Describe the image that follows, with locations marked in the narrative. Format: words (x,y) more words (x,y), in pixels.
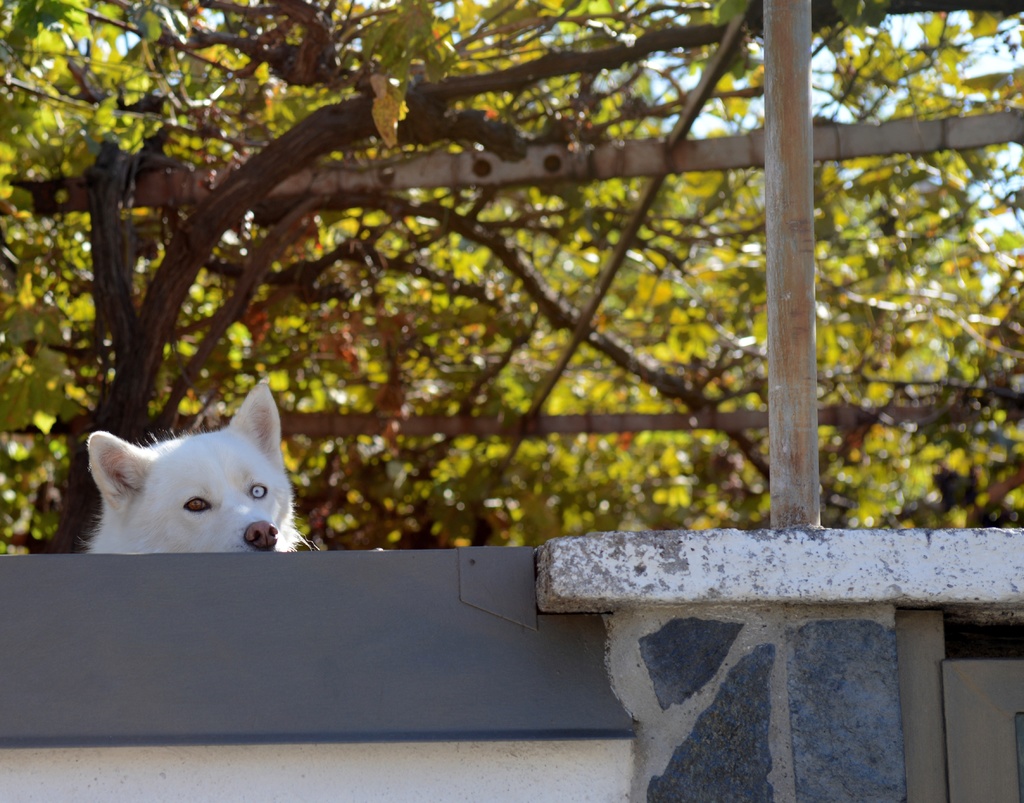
In this image I can see an animal (186,490) which is in white color. I can see the pole (802,459). In the background (827,440) I can see many trees (707,223) and the sky (668,57).
